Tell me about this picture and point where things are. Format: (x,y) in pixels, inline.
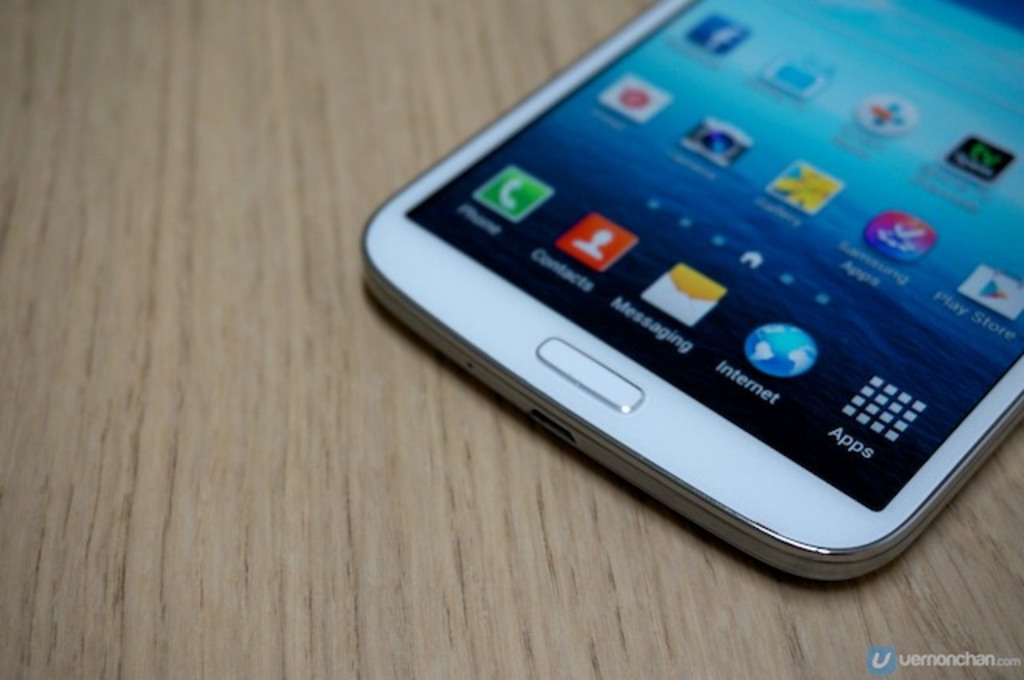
In the picture I can see a mobile phone (939,306) is kept on the wooden table (964,642). On the screen (661,272) of a mobile phone (806,72) I can see the application icons (677,291).
